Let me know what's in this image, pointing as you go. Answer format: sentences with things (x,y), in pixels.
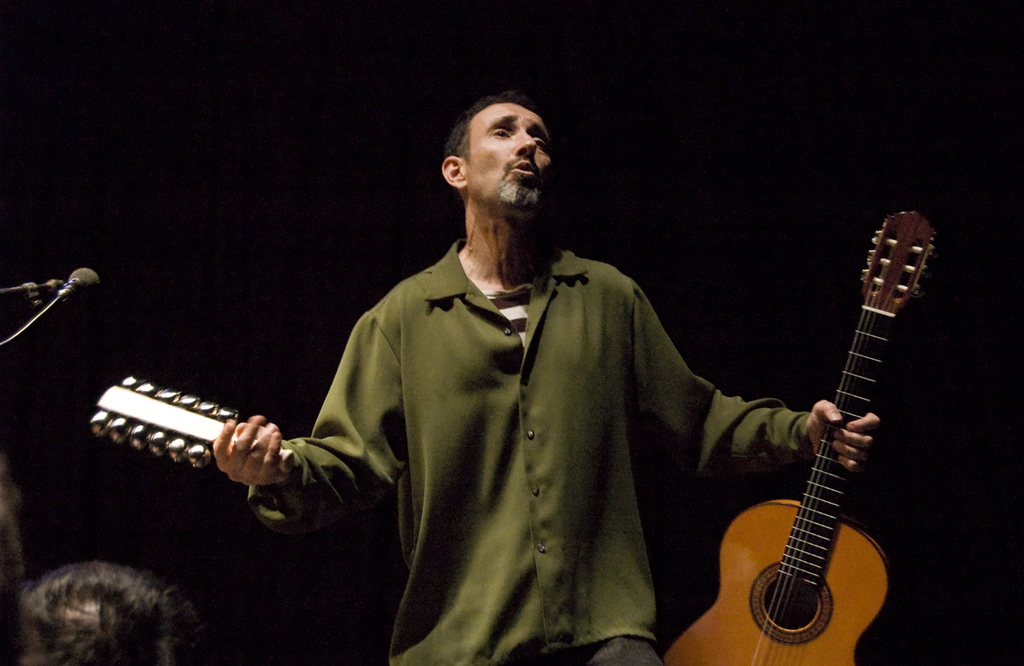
In the image we can see there is a man (608,494) who is standing and holding guitar (868,603) in his hand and there is another musical instrument (100,410) and beside there is mic (67,289) with a stand (31,299).
